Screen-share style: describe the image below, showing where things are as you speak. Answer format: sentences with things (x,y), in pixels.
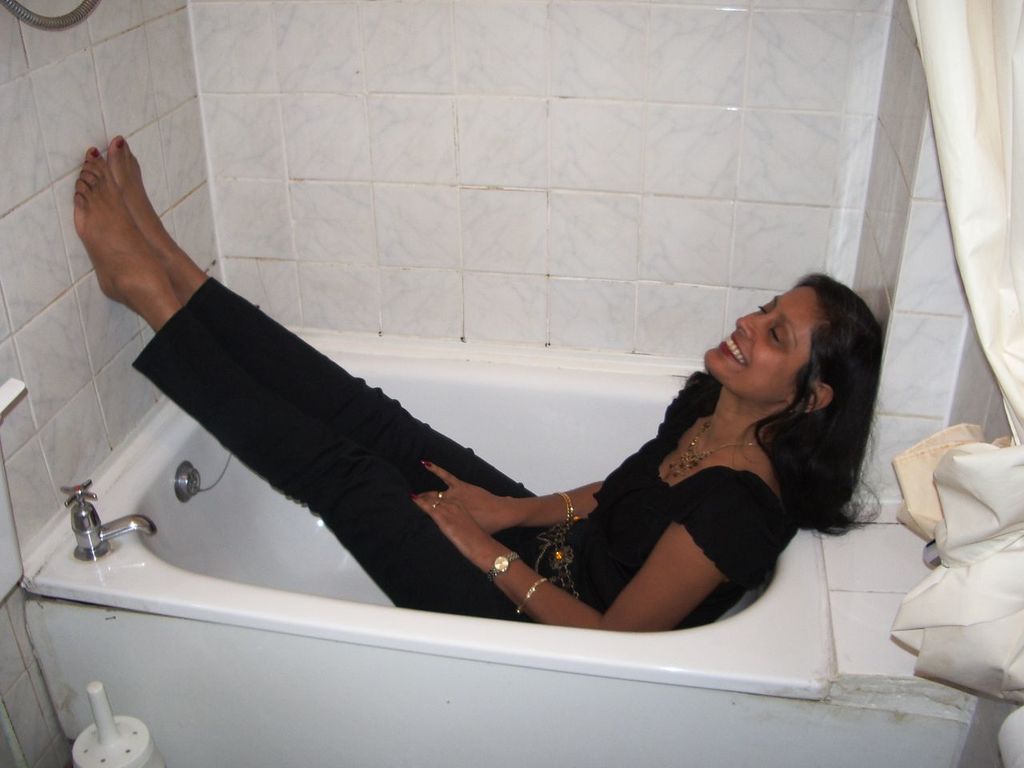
In this image we can see a woman (606,535) is sitting in a bathtub (202,637). She is wearing black color dress (367,502). The walls (200,111) are furnished with tiles (546,175). Right side of the image (991,205) curtain (991,581) is there. Left bottom of the image (105,733) one white color thing (104,733) is present.
